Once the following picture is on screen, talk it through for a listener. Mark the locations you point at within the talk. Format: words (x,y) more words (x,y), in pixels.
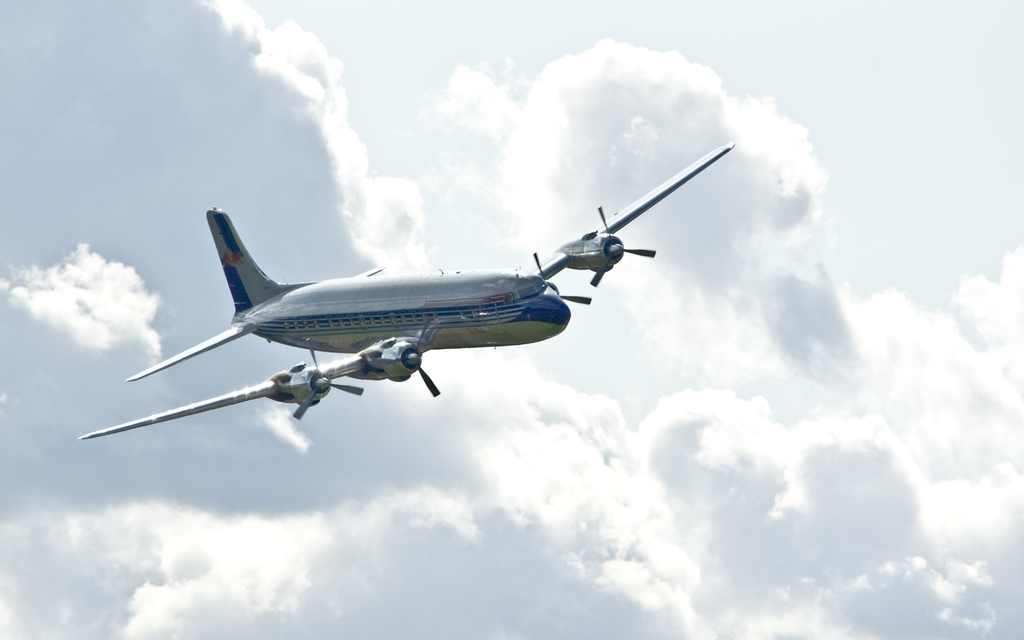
There is an aeroplane (362,342) in the air (380,388), and there is a cloudy sky (457,370) in the background (594,504).
